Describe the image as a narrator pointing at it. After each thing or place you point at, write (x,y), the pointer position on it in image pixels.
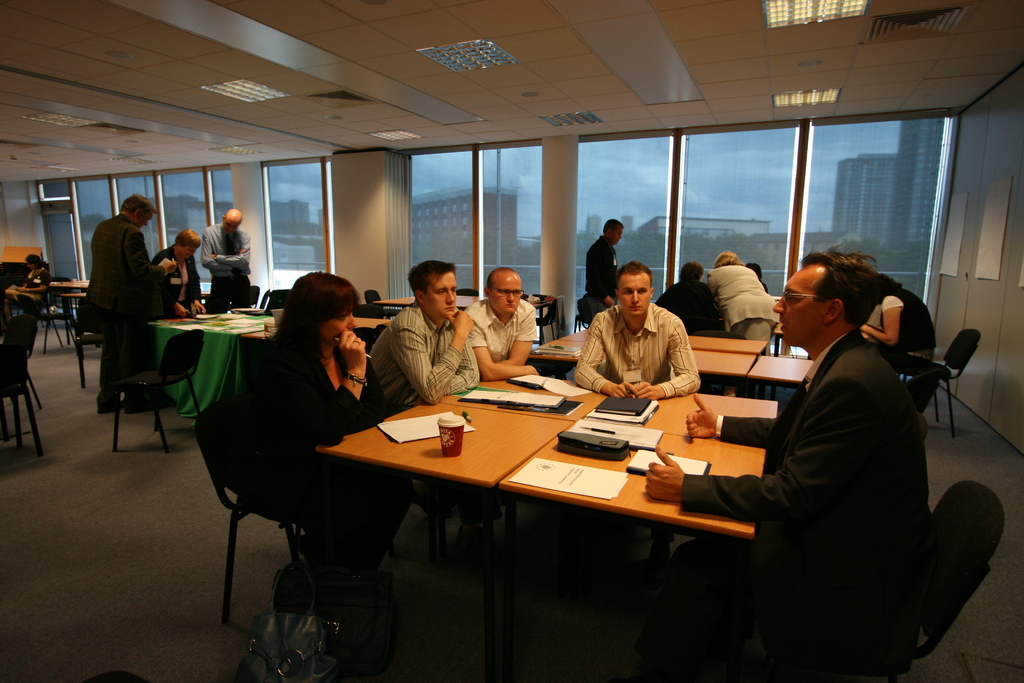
In this image I see number of people (131,295) in which most of them are sitting on chairs (39,453) and few of them are standing, I can also see there are lot of tables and there are few things (543,412) on it. In the background (268,248) I see the windows (281,286) and lights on the ceiling (446,140).
